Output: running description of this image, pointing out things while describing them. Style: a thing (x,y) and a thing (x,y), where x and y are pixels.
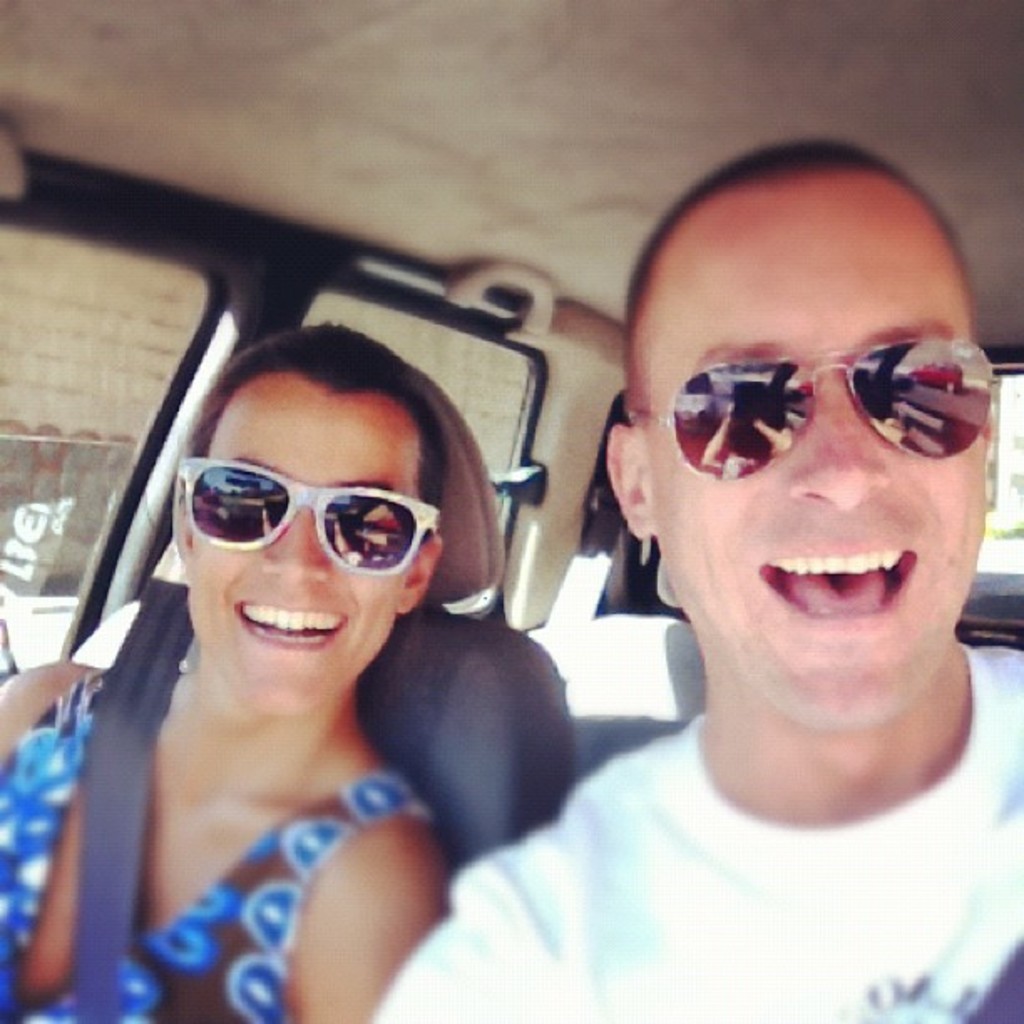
In this picture I can see a man (453,995) and a woman (212,720) seated in a vehicle (99,21), they wore sunglasses (252,524) and from the vehicle glass (76,392) I can see a wall (142,373).
